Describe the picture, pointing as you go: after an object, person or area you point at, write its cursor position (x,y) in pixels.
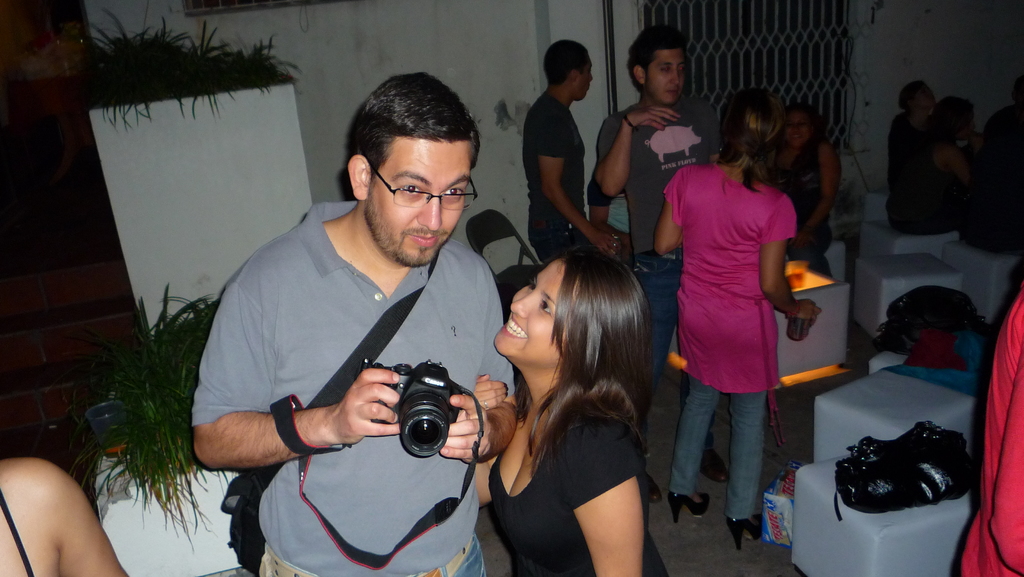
We can also see a woman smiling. We can see the flower pots (141,427) and also a bag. We can also see some people (780,174). In the background (353,58) we can see the wall (908,53) and also the fencing gate (777,56).
